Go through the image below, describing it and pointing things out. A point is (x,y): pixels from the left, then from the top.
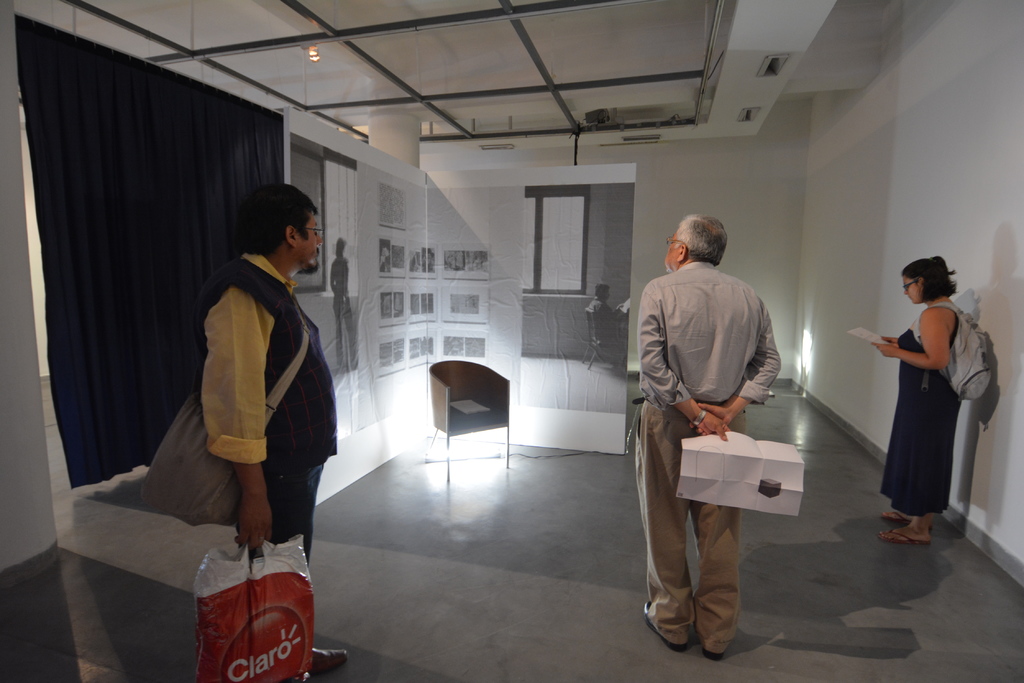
In this image we can see two men (649,434) and a woman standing on the floor (548,529). In that a man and a woman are holding some papers (706,486) and the other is holding a cover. On the backside (890,279) we can see a curtain (131,415), a board (409,376) with a black and white picture (362,206) on it, a chair (438,408) with an object (471,403) placed on it, a wall (881,288) and a roof (613,101) with some metal rods (415,101) and a ceiling light (309,51).
